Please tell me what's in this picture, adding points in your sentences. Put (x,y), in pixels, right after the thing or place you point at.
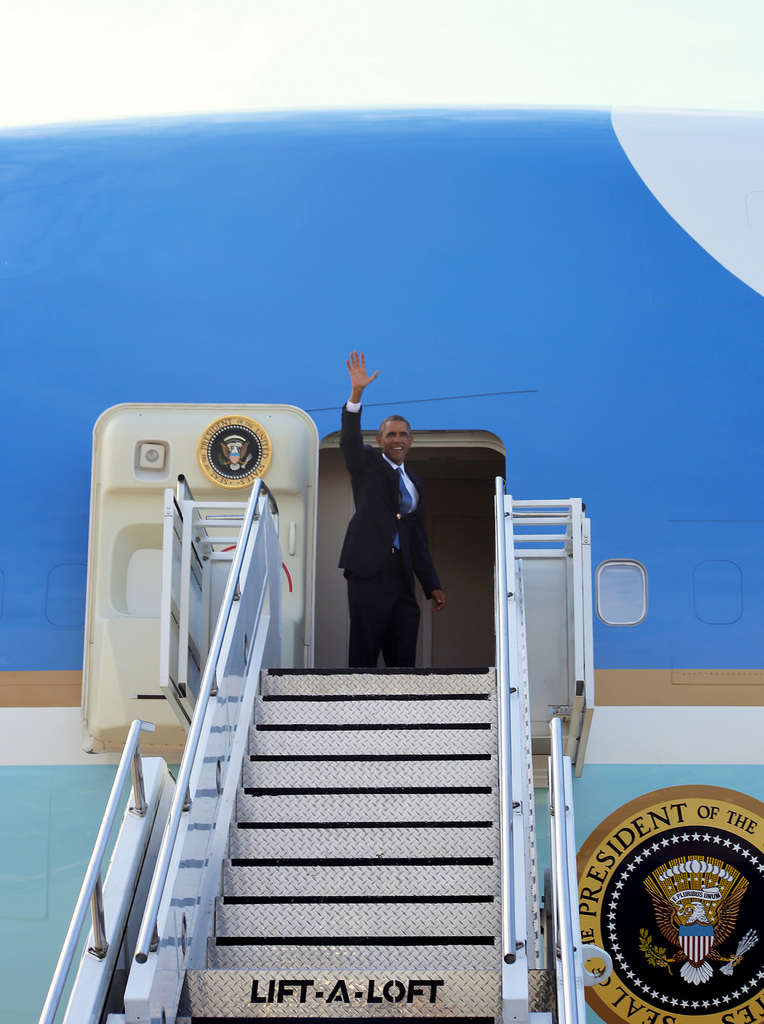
In this image we can see a person (392,511) standing beside a door (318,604) of an airplane (322,393). We can also see a staircase (496,874) and a logo (634,926) with some text (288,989) on it. On the backside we can see the sky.
